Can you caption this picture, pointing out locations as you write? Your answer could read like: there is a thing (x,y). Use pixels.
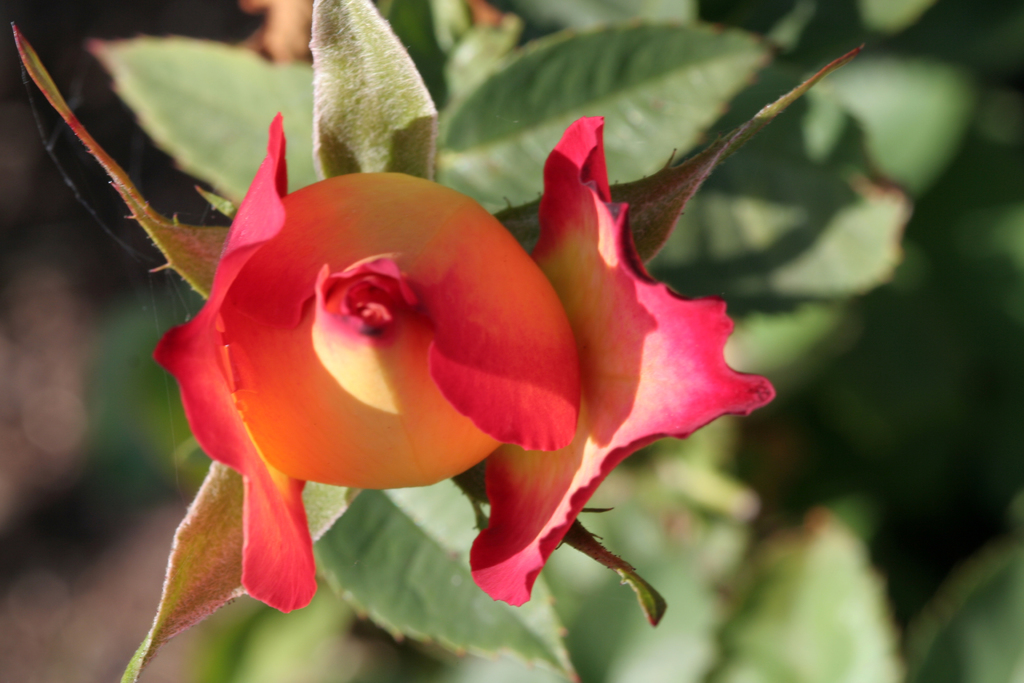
In this image there is a plant (649,121) and a flower (486,431).
